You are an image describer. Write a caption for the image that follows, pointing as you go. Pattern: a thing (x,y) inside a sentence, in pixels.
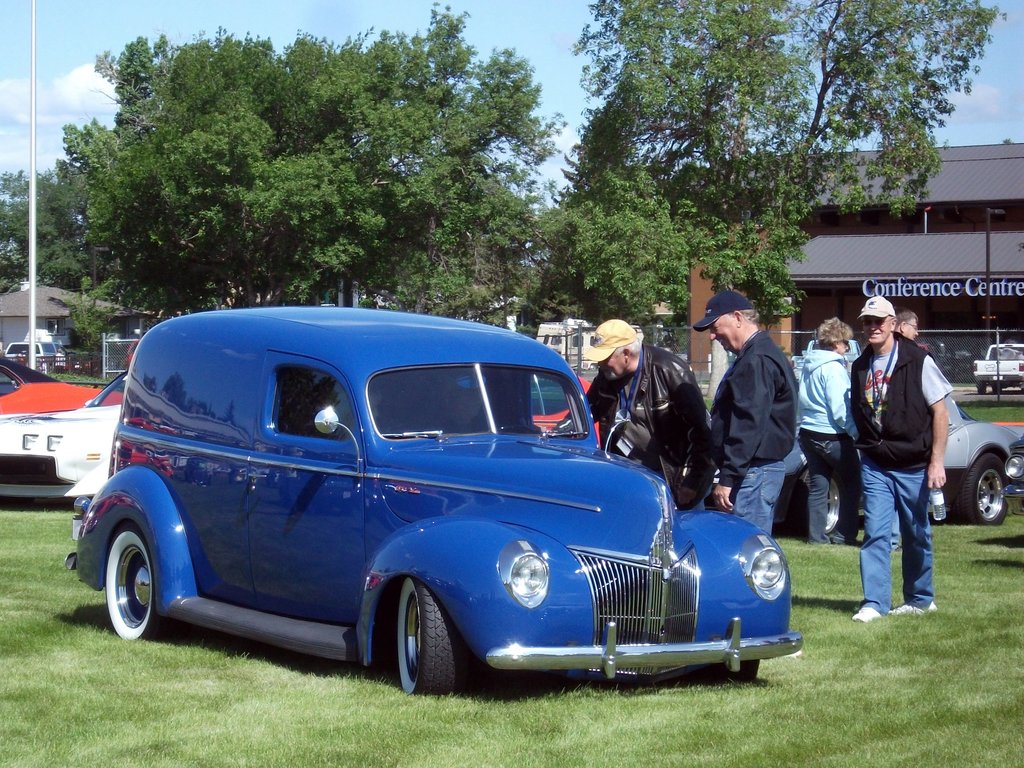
In this image I can see vehicles (616,520) and people (770,403) are standing on the ground (806,580) among them some people (768,350) are wearing caps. In the background (478,214) I can see trees (478,203), the sky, buildings (841,269), fence (954,332) and a pole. Here I can see the grass (210,674).
